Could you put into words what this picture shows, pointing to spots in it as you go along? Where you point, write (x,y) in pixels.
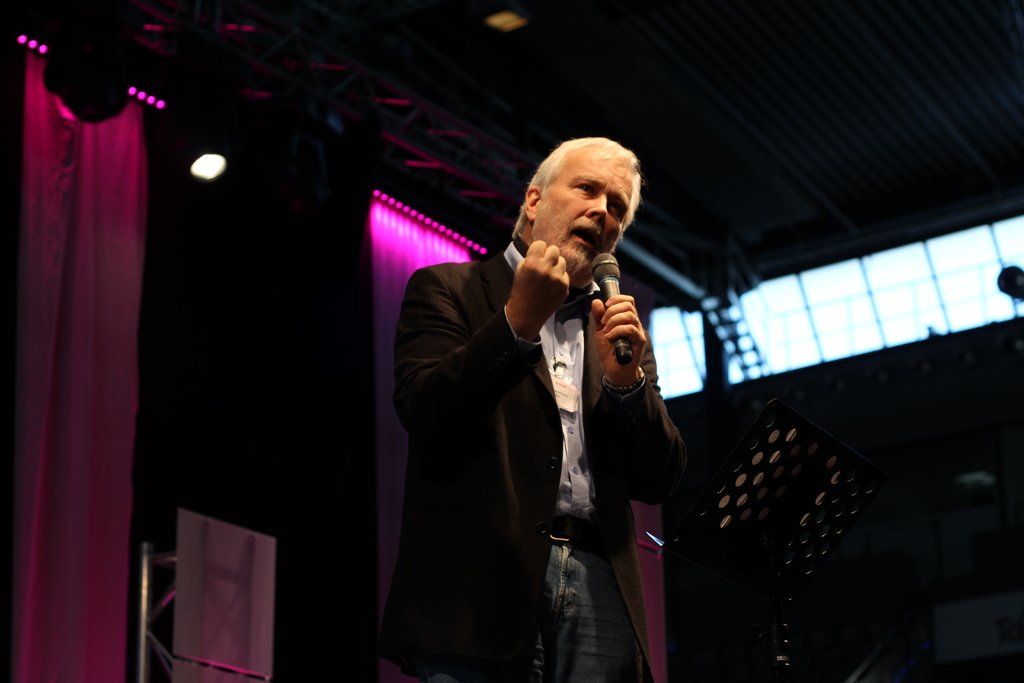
In this image I can see a man (516,431) wearing suit (546,431), white shirt (578,331), holding mike (609,292) in his hand (609,306) and speaking something. At the background (73,346) I can see a curtain (56,426), light (211,156) and one stand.
